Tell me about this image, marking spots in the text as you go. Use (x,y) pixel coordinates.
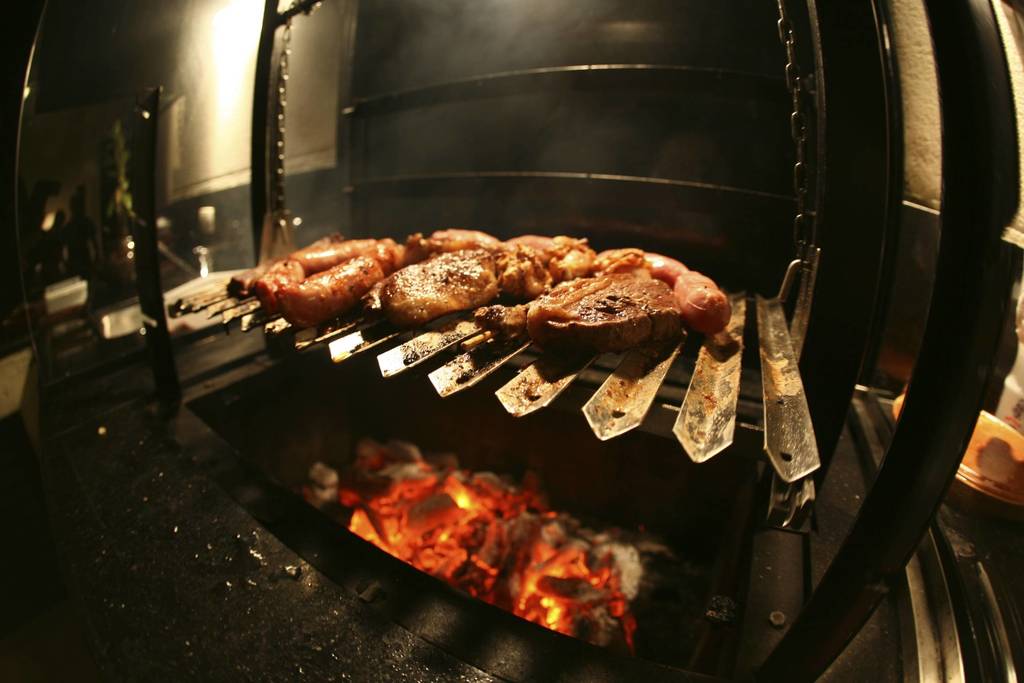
In this image I can see the food (379,284) and the food (488,327) is on the grill stove (467,355). I can also see the fire (460,509) under the grills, background (323,99) the wall (328,84) is in white and black color.
